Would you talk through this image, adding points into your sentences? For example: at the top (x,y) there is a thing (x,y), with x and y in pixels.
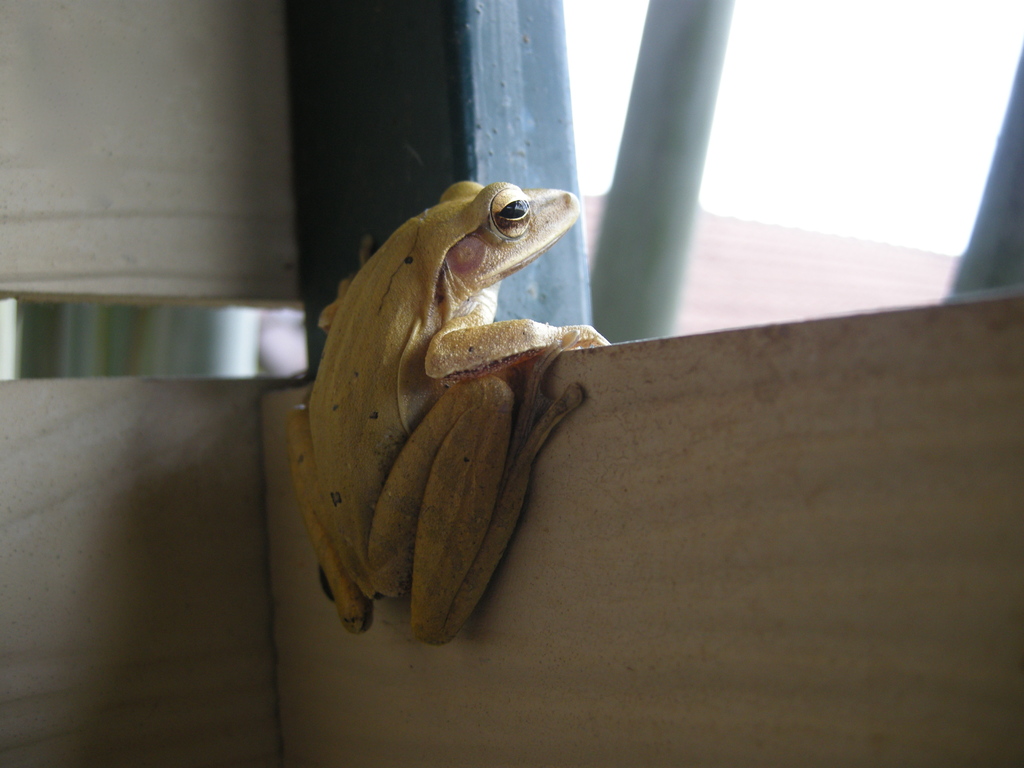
In this picture we can see a sky (869,96) and it looks like a sunny day. Here we can see a frog (426,413) sitting on the wall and looking towards the sky (822,147).
